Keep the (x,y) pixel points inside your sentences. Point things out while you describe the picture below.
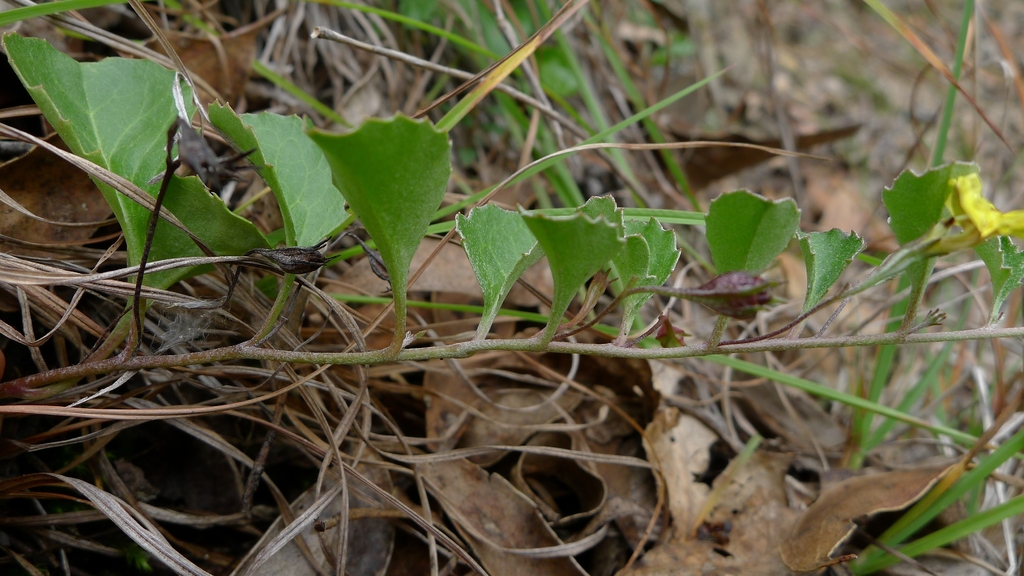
In the image there is a stem (608,351) with leaves (628,280) and a flower (984,232). In the background (739,170) there are dry leaves (504,492) and also there is grass (474,38).
